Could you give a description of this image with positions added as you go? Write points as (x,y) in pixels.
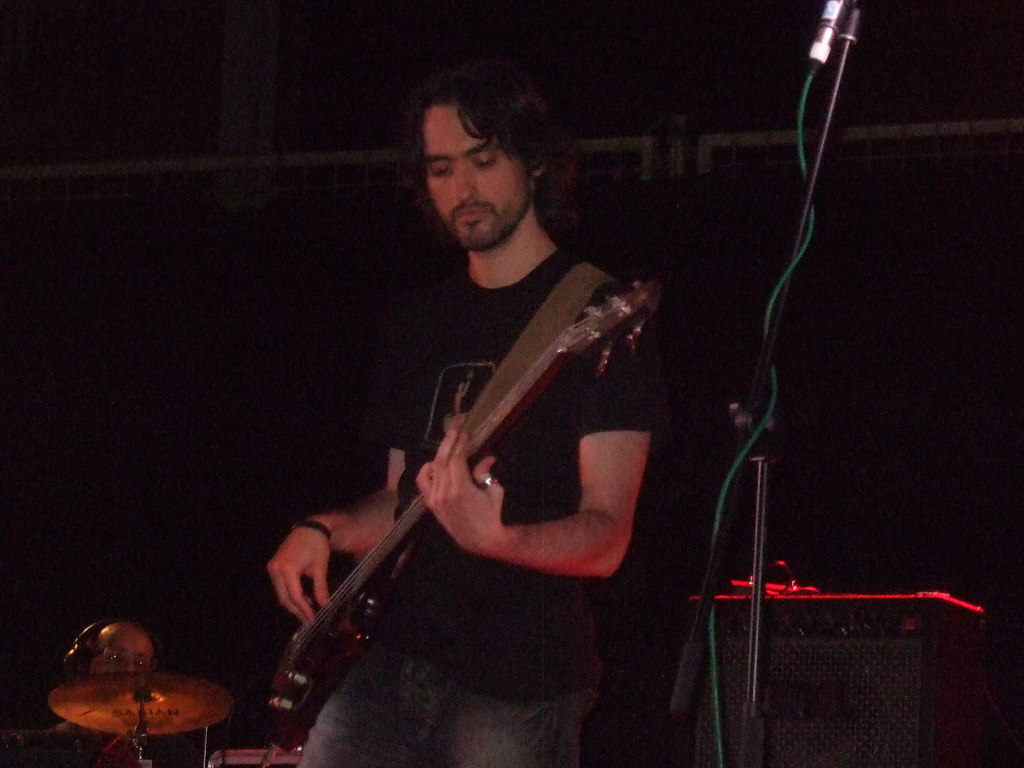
This picture shows a man (479,147) playing a guitar (389,533) in his hands (302,604). There is a microphone (836,20) and a stand (686,644). In the background (121,689) there are some drums (121,689).
